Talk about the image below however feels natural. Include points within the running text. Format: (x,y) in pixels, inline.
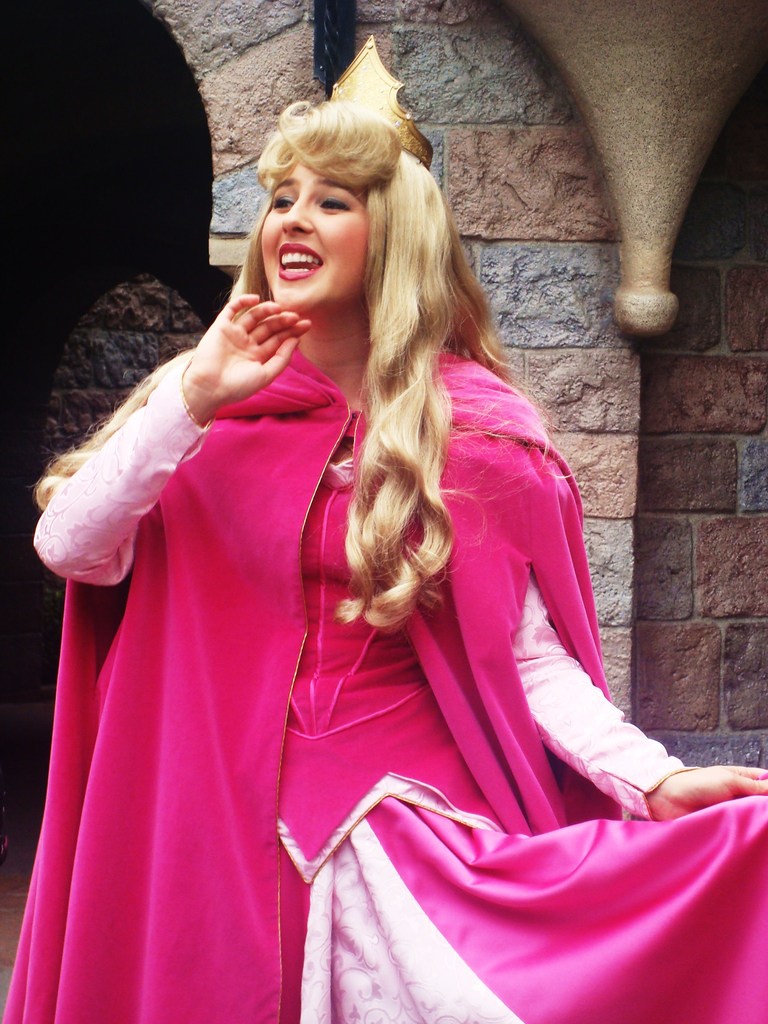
In this picture we can see a woman (190,796) standing and smiling, crown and in the background (745,230) we can see wall (626,333).
